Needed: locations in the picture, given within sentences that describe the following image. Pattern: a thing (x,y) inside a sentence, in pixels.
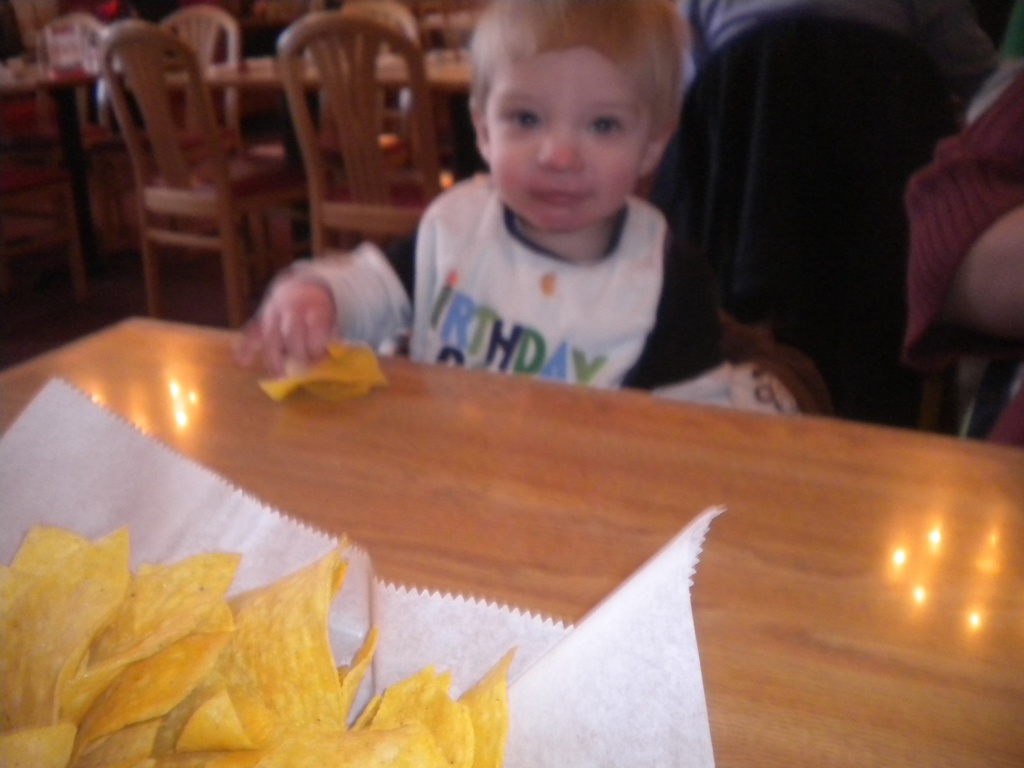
This is the blurred picture of a little boy (466,266) who is holding chips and standing in front of a table (372,406) on which there are some chips (208,620) on the tissue (350,650).
